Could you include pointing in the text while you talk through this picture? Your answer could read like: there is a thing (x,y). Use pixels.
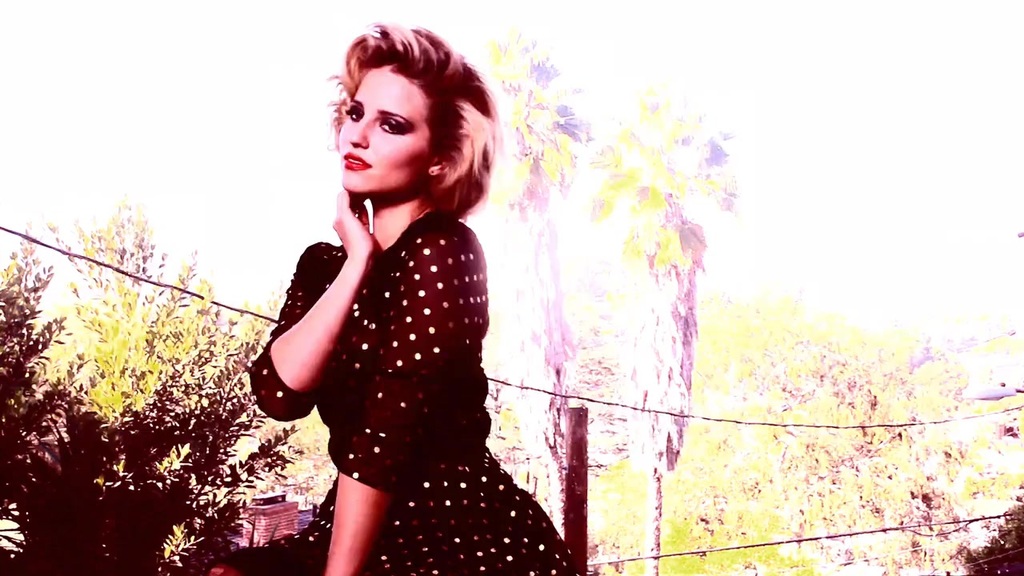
In this picture, there is a woman (383,432) towards the left (324,314) and she is facing towards the left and wearing a black dress (421,319). Behind her, there is a wooden pole (579,540). In the background (610,459), there are trees (641,381).
